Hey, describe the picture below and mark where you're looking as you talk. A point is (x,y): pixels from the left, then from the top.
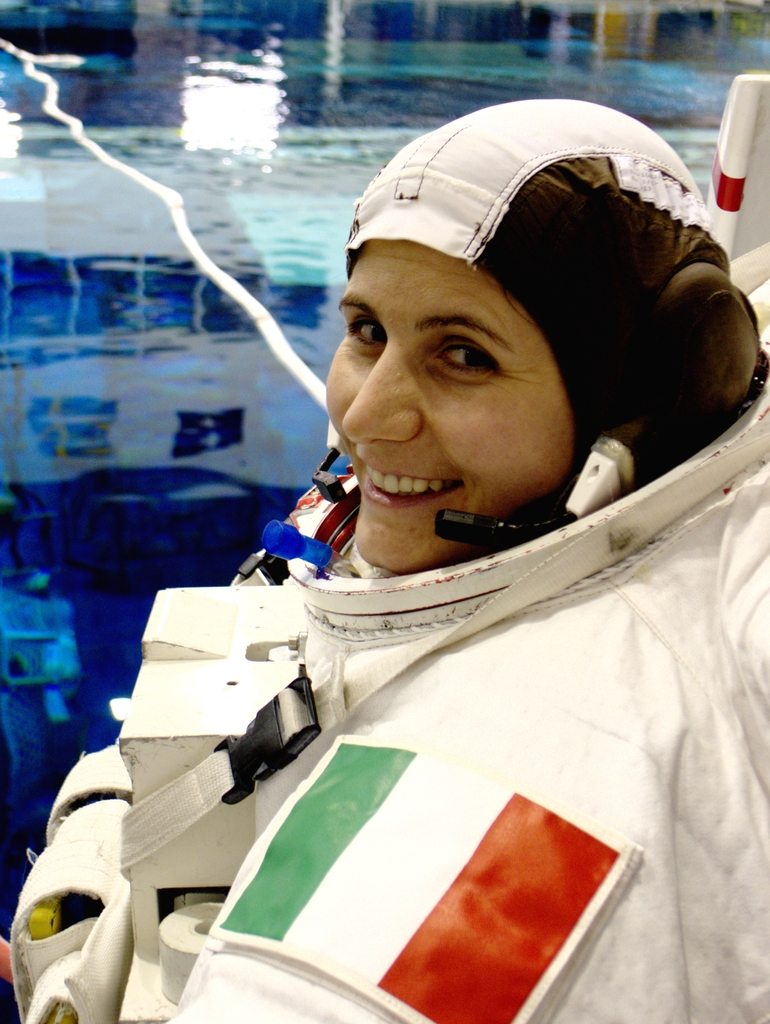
In the center of the image (430,420) we can see a lady (430,420) is smiling and wearing a dress (692,914), headset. In the background of the image (279,209) we can see the water (83,381).
